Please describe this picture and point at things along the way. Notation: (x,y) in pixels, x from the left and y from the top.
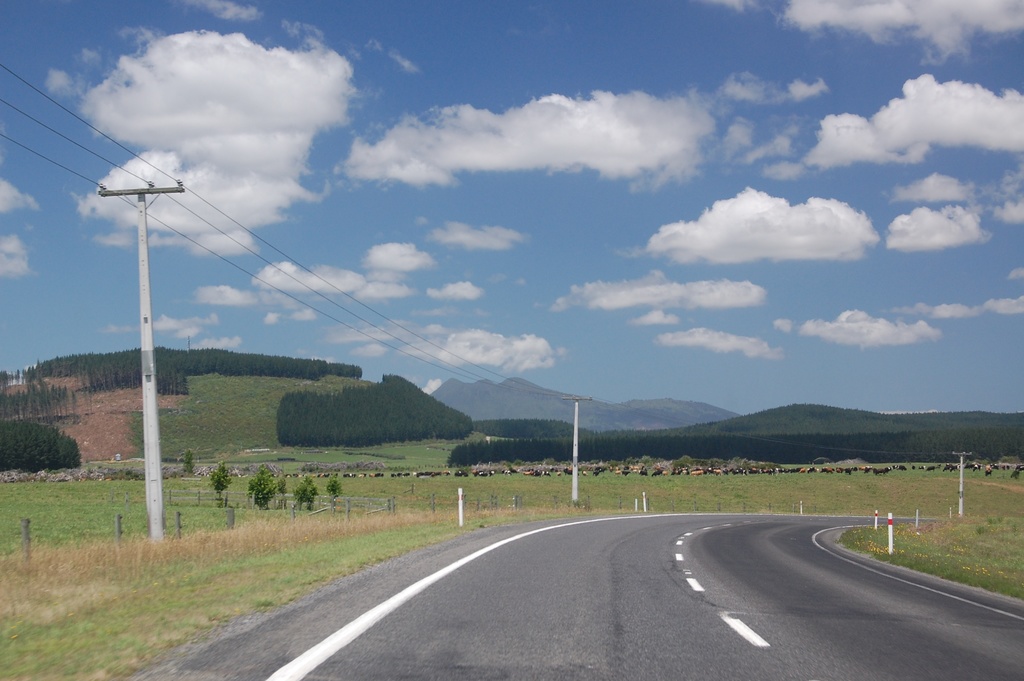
In this image we can see road (687,602). To the both sides of the road (659,627) grassy land (361,522) is there. Left side of the image (151,371) electric pole (140,225) and wires (255,252) are there. Background of the image (112,372) mountains (543,415) are there and trees (634,442) are present. The sky (476,233) is in blue color with some clouds (562,156).
